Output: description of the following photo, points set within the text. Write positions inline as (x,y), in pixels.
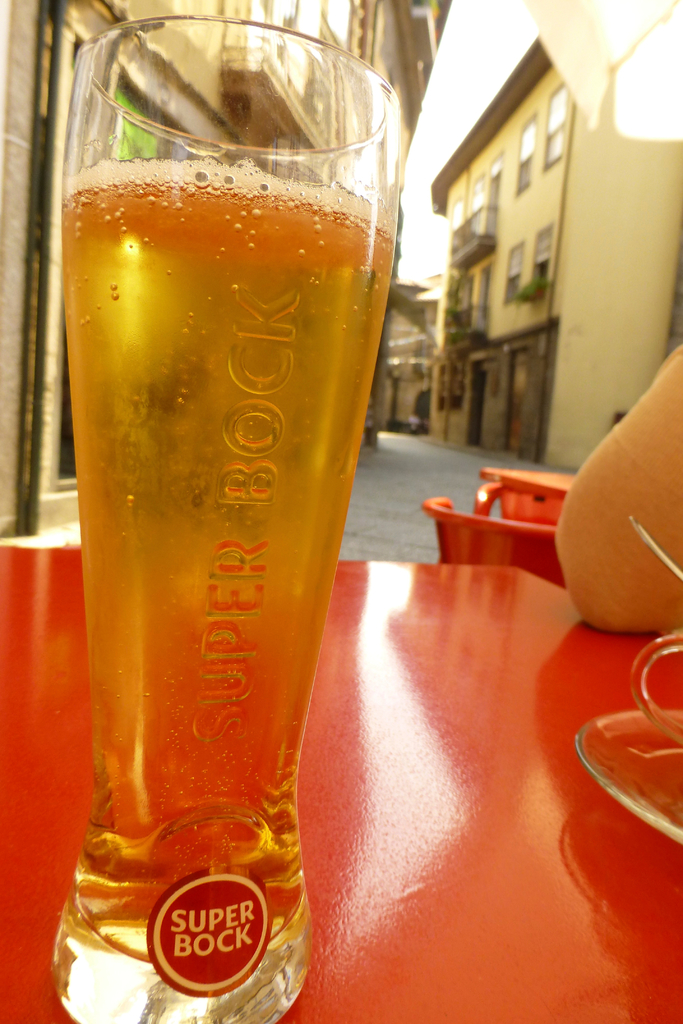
In this picture I can observe a glass (189,563) with some drink (147,505) placed on the red color table (48,552). On the right side (582,511) I can observe human hand (597,574) and a cup (639,681) placed on the table (425,699). In the background (514,375) there are buildings (451,232).
